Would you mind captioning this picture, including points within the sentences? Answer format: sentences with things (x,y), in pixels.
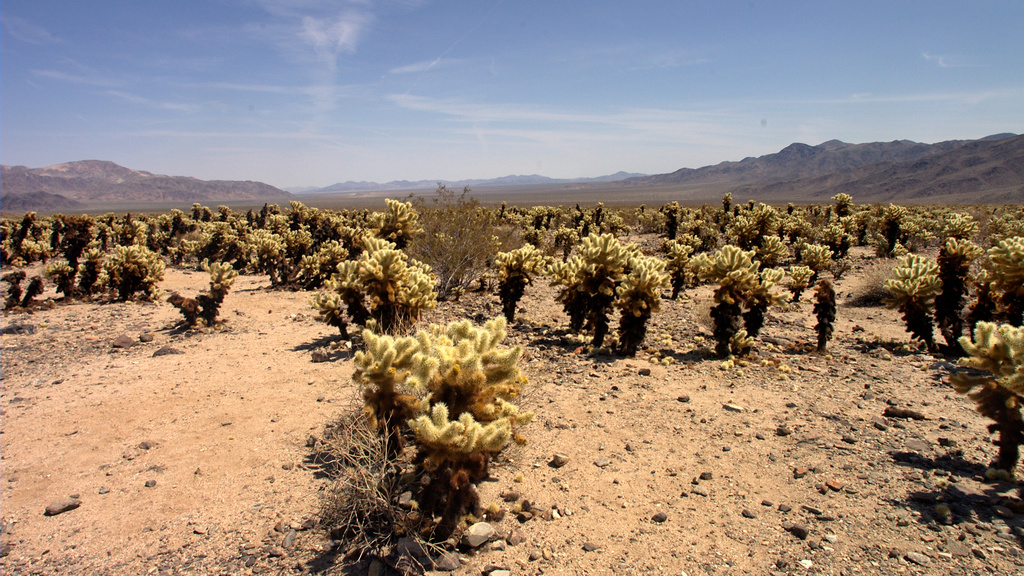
In this image, we can see some plants (585,322). There are hills (116,187) in the middle of the image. There is a sky (400,101) at the top of the image (433,87).
